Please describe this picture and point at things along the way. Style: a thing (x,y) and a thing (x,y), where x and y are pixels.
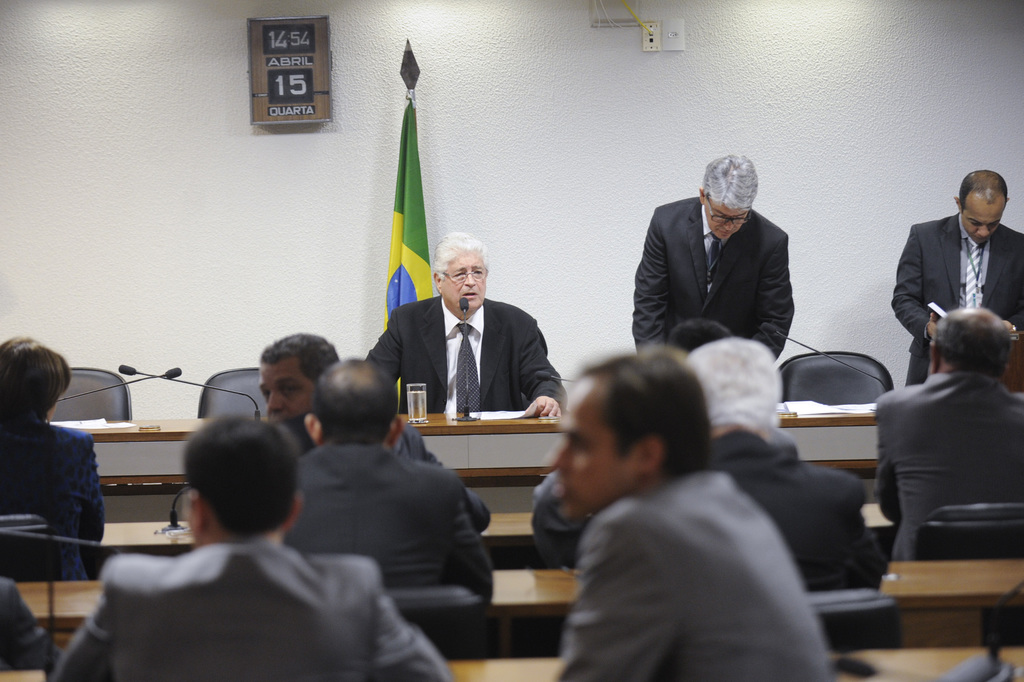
In the image there is one old man (497,319) sitting in front of table (529,457) in a black suit (494,381) in front of a wall (524,133), in the front (689,663) there are many people (592,592) in suits (716,648) sitting in chairs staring in the front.
